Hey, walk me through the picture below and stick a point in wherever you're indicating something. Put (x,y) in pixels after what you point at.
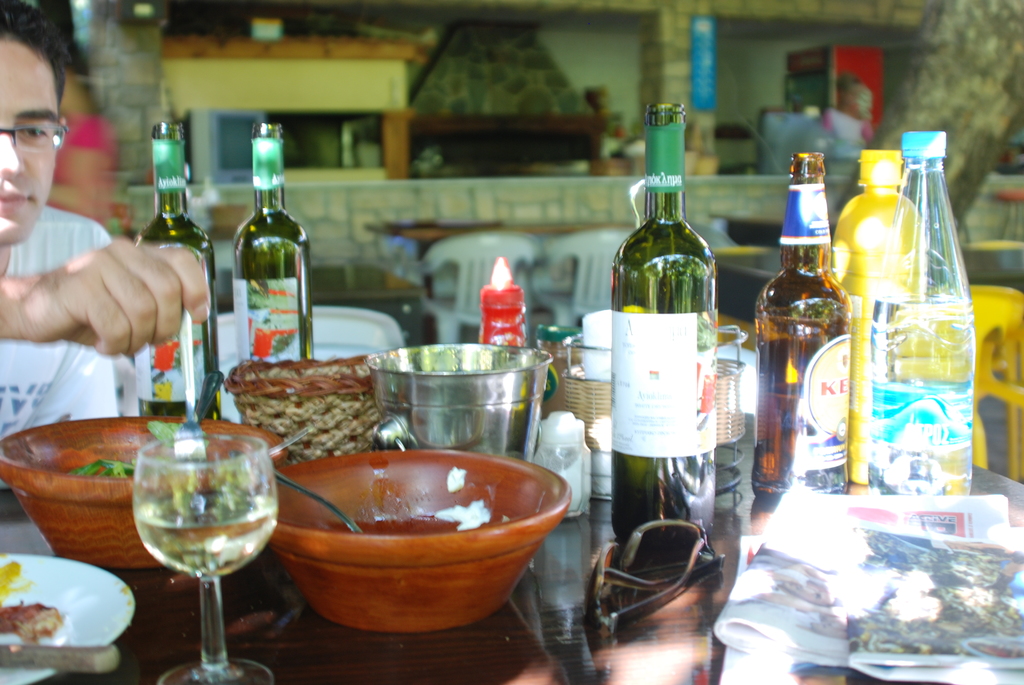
this picture shows the bottles (172,204) And glasses (180,683) and few bowls (524,507) on the table (535,627) and we see a man (13,134) seated and holding a fork (187,401) in his hand (177,276).
